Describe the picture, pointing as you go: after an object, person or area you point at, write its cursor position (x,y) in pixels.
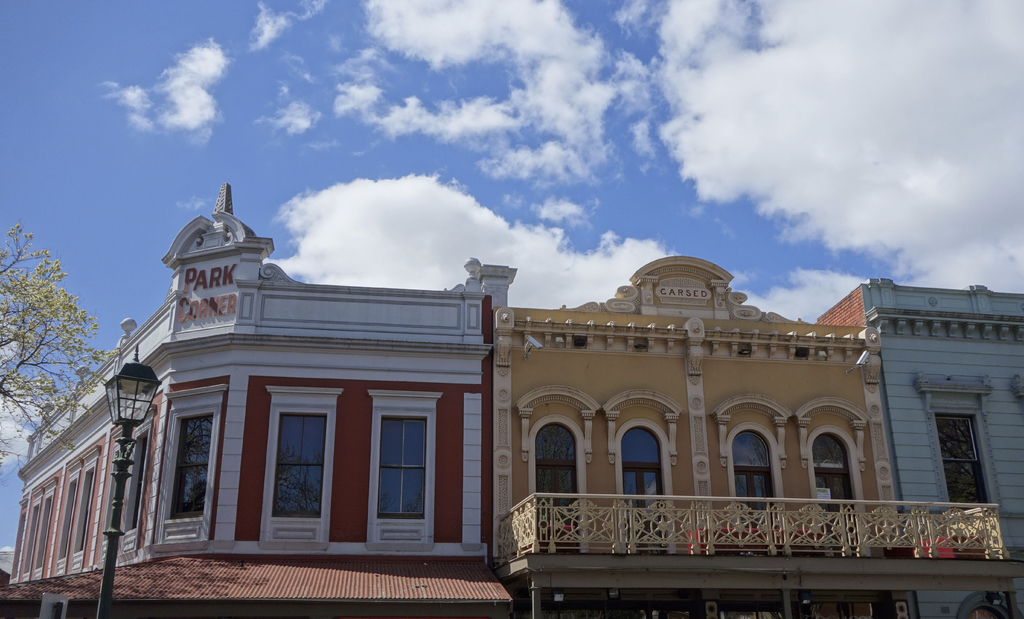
In this image I can see few buildings (618,539), glass windows (316,493), trees (59,268) and the sky (147,297) is in blue and white color.
